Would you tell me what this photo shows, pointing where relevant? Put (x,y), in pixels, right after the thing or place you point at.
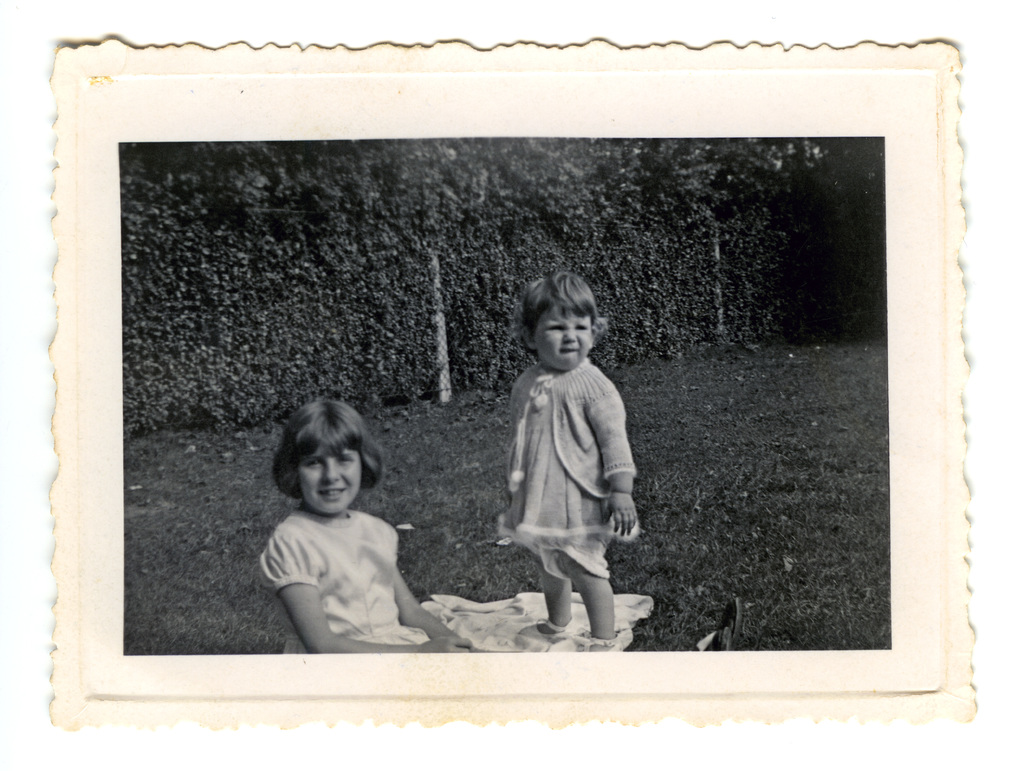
This is a black and white image where we can see two girls (558,343). One girl (386,538) is sitting and the other girl (556,370) is standing on the grassy land (438,471). In the background (429,258), we can see plants (397,245). There is a cloth (521,628) on the land (647,628).
